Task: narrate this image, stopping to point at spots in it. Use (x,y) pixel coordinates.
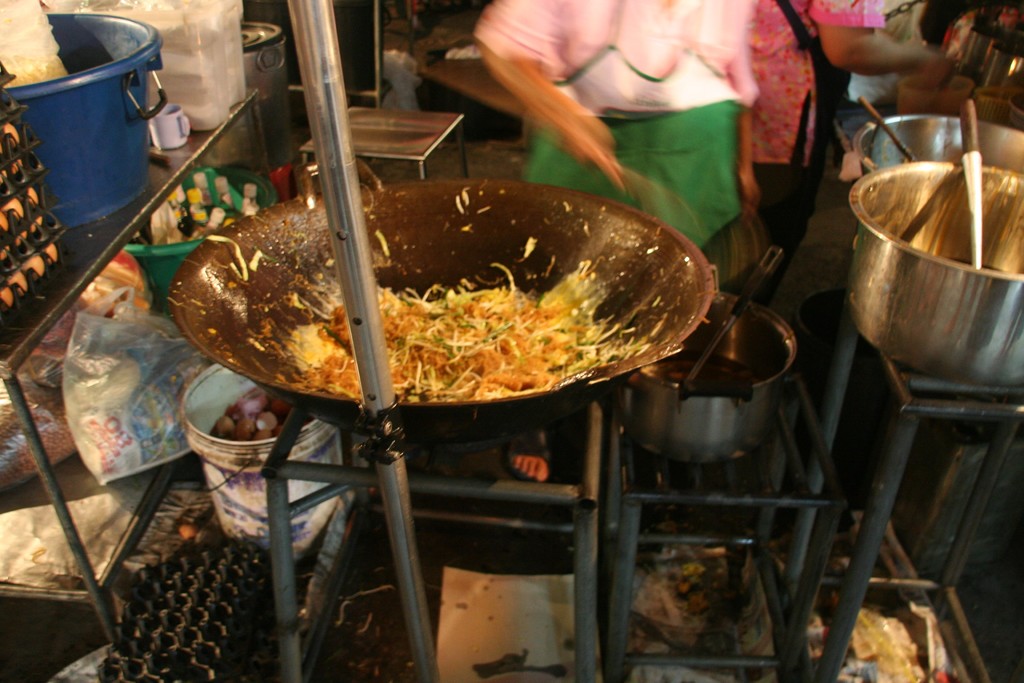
Here there are utensils (878,208), there is food (505,355) and eggs (27,276), a person (668,78) is standing.
